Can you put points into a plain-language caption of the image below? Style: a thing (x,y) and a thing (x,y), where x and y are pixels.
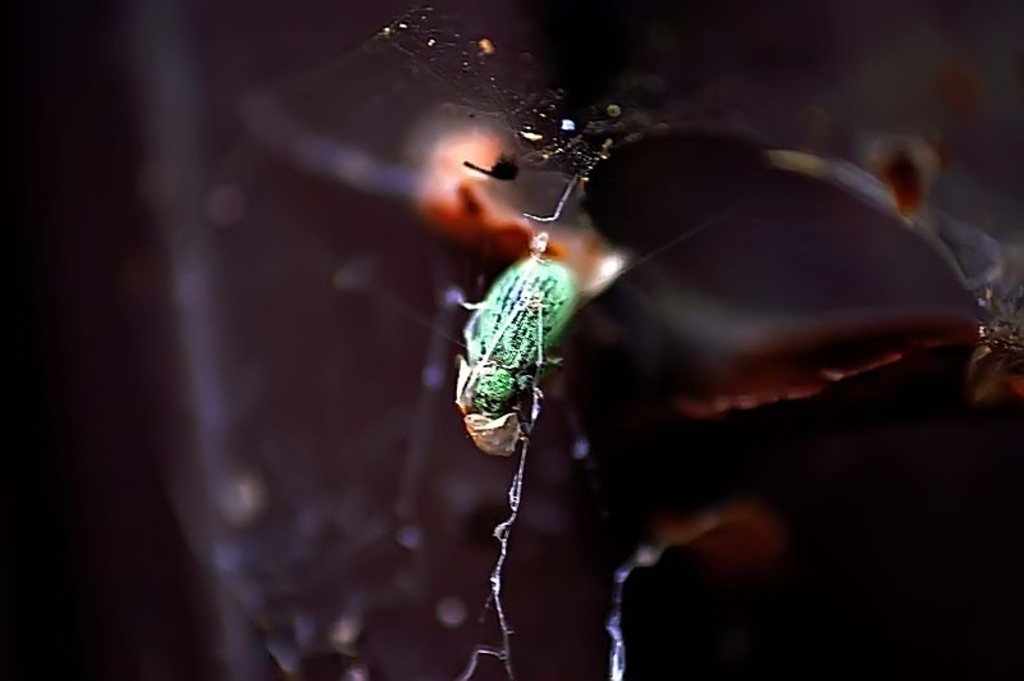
In this image, we can see an insect (518,319). Background (679,388) there is a blur view.
